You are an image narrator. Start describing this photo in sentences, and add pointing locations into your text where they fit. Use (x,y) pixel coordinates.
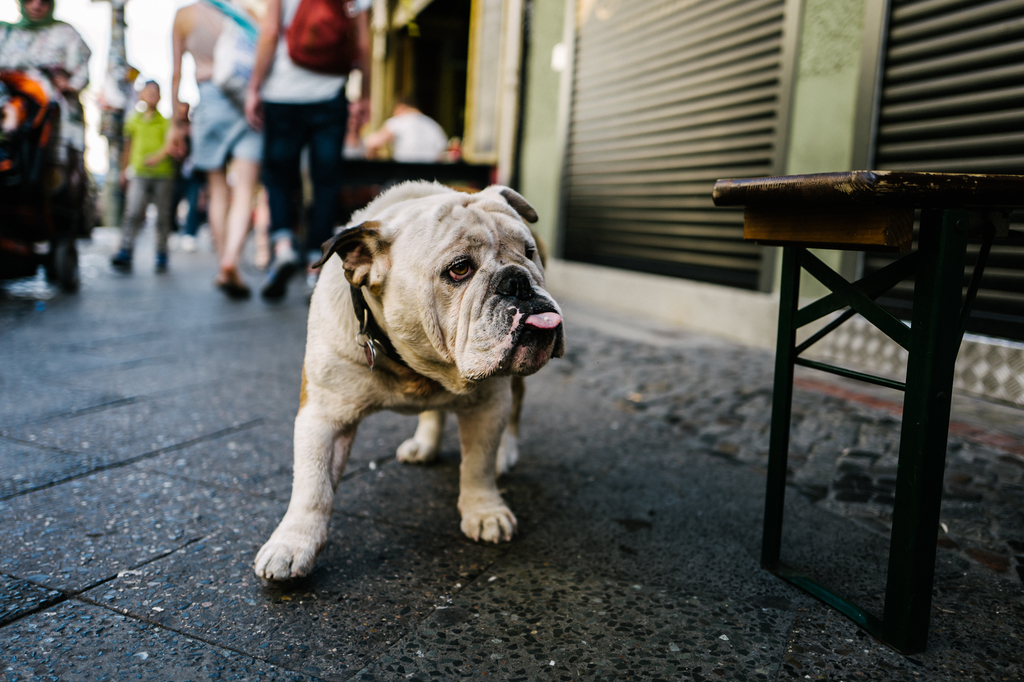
This dog (426,331) is highlighted in this picture. Beside this dog (510,361) there is a table (800,351). This are stores (906,130). Humans (264,42) are walking on road (173,267), as there is a leg (274,235) movement.
